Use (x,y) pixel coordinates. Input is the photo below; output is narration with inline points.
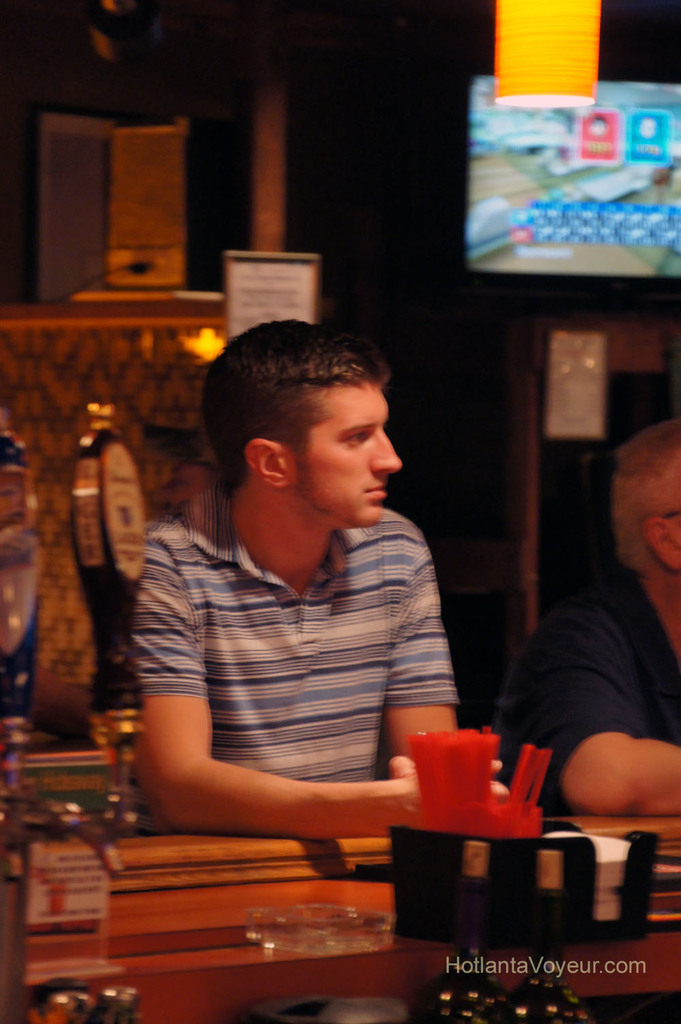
The person (294,618) is sitting in front of a table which has some objects (470,799) on it and there is other person (580,645) sitting beside him.
